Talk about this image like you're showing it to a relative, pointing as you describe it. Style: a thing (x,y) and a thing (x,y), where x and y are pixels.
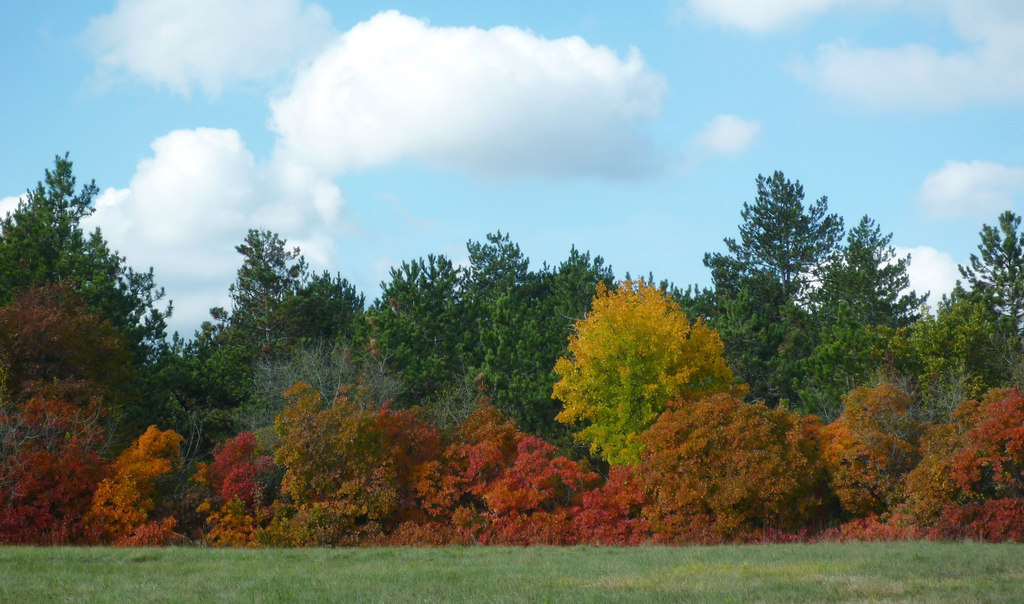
In this picture we can see grass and trees (540,294). In the background of the image (531,129) we can see the sky (531,129) with clouds (531,129).
